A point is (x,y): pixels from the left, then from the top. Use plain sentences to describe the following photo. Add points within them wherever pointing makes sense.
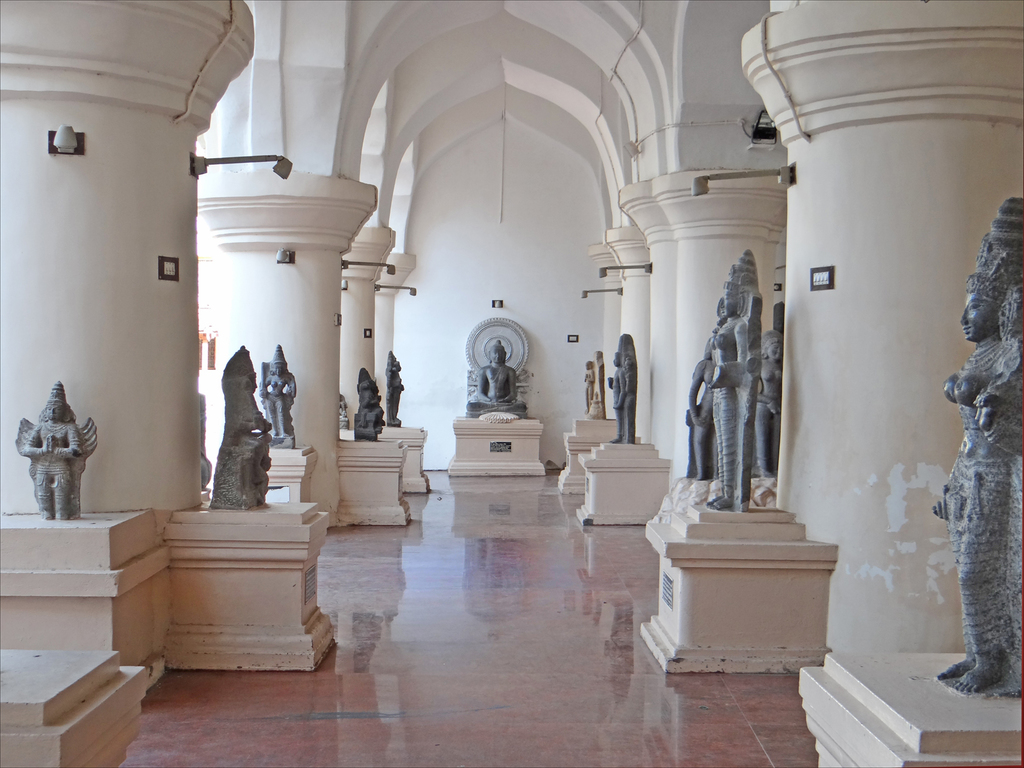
In this picture we can see the inside view of the corridor (631,618). In the front (1005,319) we can see some black statues (471,414), placed on the concrete tables (236,608). Above we can see the arch design pillars (269,298).
